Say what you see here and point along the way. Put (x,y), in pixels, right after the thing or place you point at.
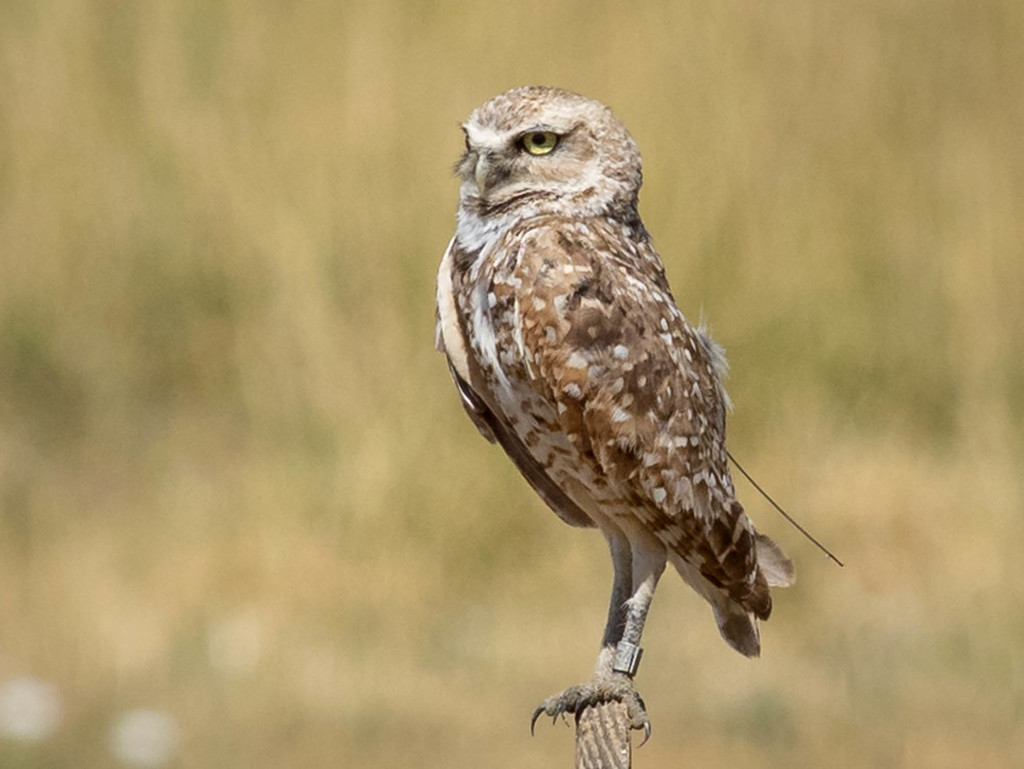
Background (985,516) portion of the picture is blur. In this picture we can see a bird (631,627) on a wooden pole (616,745).
